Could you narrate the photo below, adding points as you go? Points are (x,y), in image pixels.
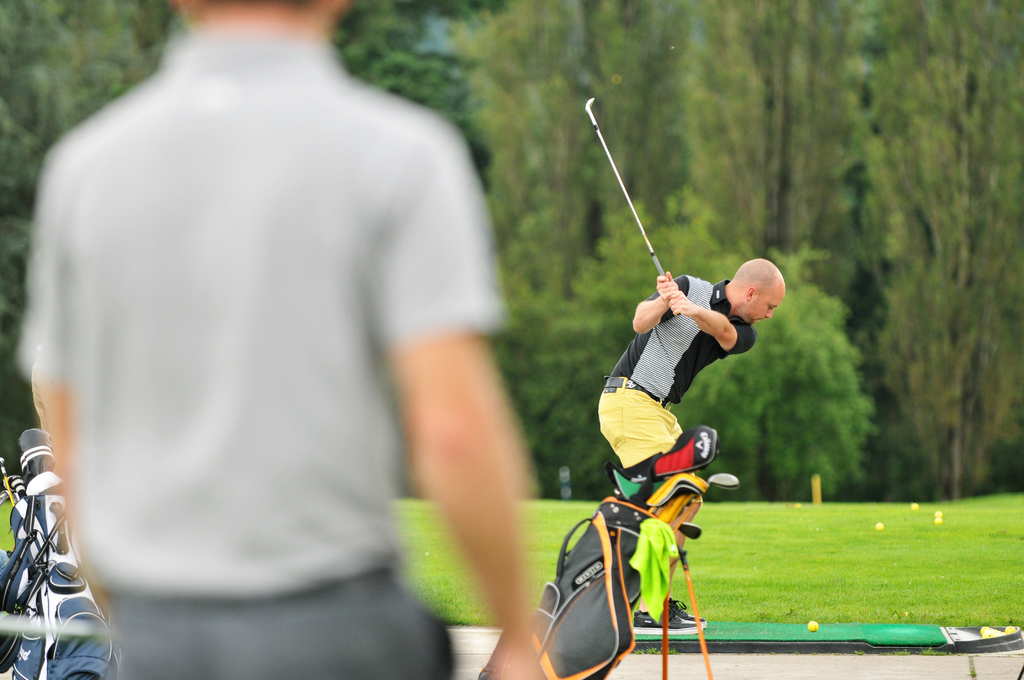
In this image we can see a man (664,335) standing and holding a golf club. There are bags (564,635) and we can see grass (821,558). There are balls (911,505). On the left (286,601) there is a man (333,574) standing. In the background (1011,265) there are trees (654,276).
